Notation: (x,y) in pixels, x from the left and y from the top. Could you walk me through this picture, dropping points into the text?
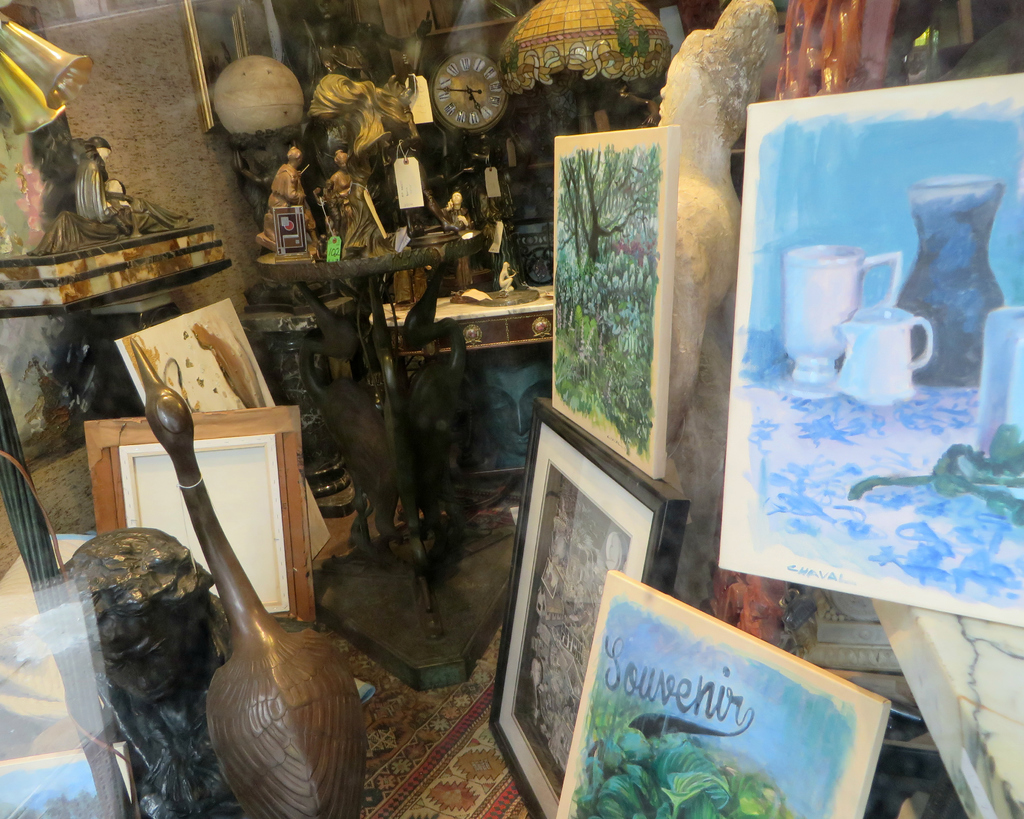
On the right side (832,221) there are painted photo frames (729,528). On the left side (212,581) there is a sculpture (214,678). In the middle (396,302) there are figurines (342,254).
